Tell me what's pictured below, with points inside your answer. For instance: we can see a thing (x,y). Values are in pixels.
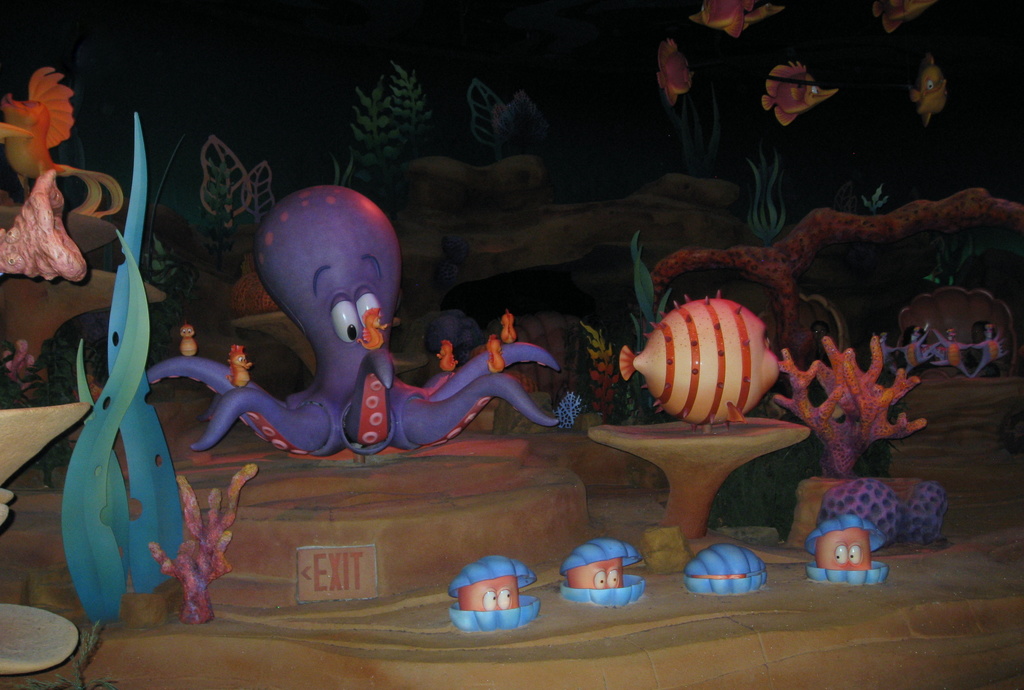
In the image we can see some idols (263,234) and toys (296,220).
